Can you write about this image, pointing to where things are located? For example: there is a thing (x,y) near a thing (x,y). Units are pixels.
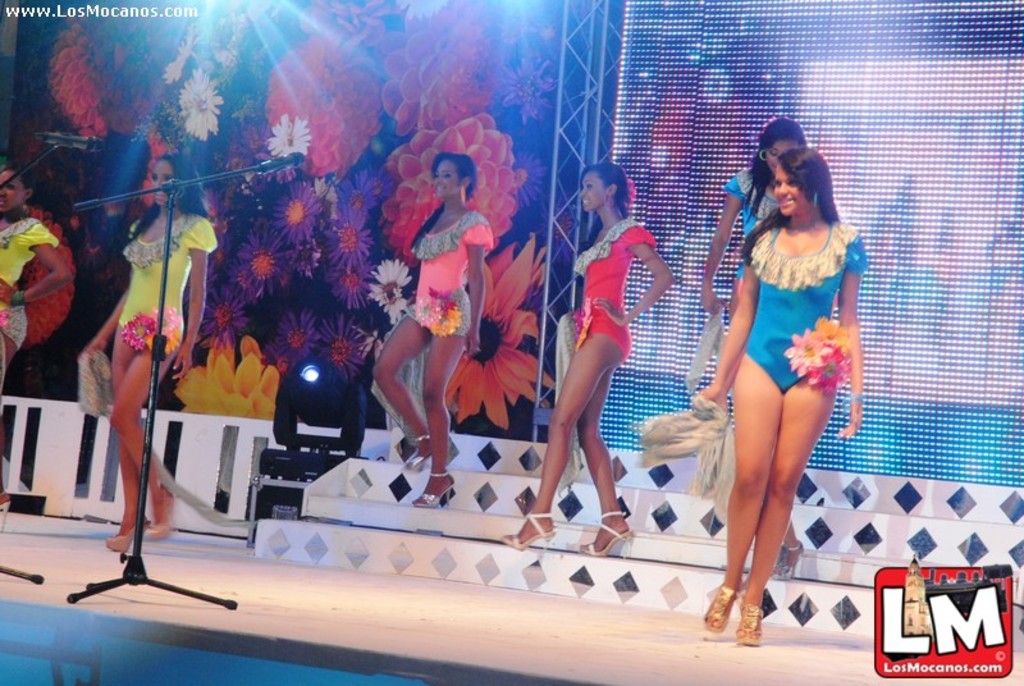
In this picture we can see some people (813,341) are walking, on the left side (274,165) there are microphones (274,165), in the background (425,134) we can see depictions of flowers (317,116), there is a light (312,368) in the middle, we can see a logo (947,602) and some text (892,615) at the right bottom (937,626).
